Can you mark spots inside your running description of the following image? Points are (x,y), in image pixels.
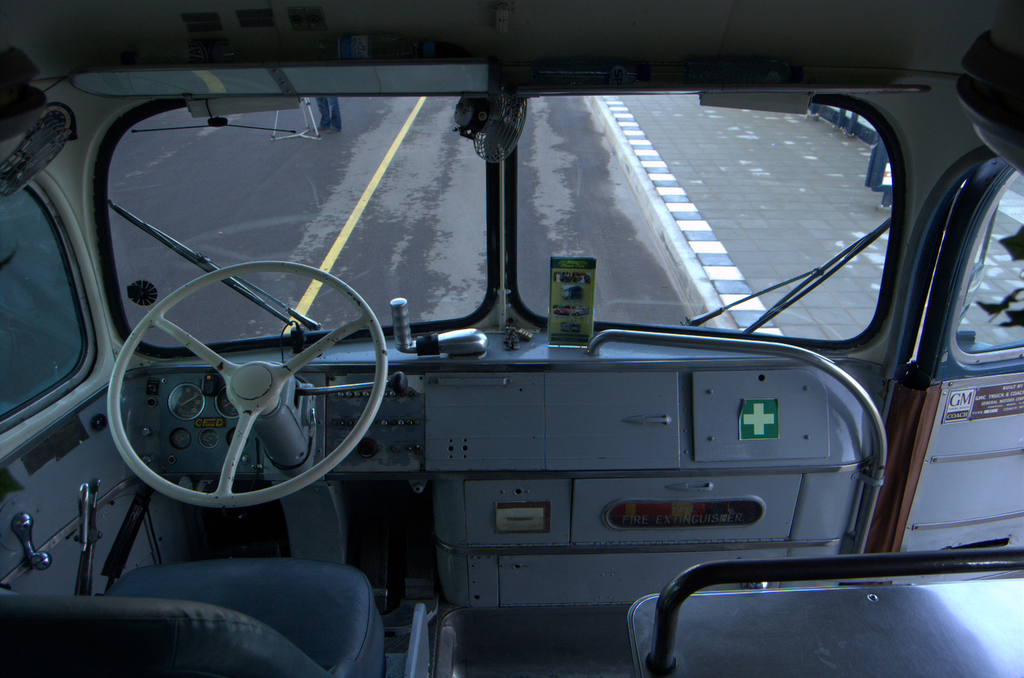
This picture is clicked inside the vehicle (338,592). In this picture, we see seats (245,584) and a steering wheel (241,400). In front of that, we see wipers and a front glass (740,310) of the vehicle (725,339) from which we can see the road (307,212). On the right side (735,235), we see the footpath (736,209).
